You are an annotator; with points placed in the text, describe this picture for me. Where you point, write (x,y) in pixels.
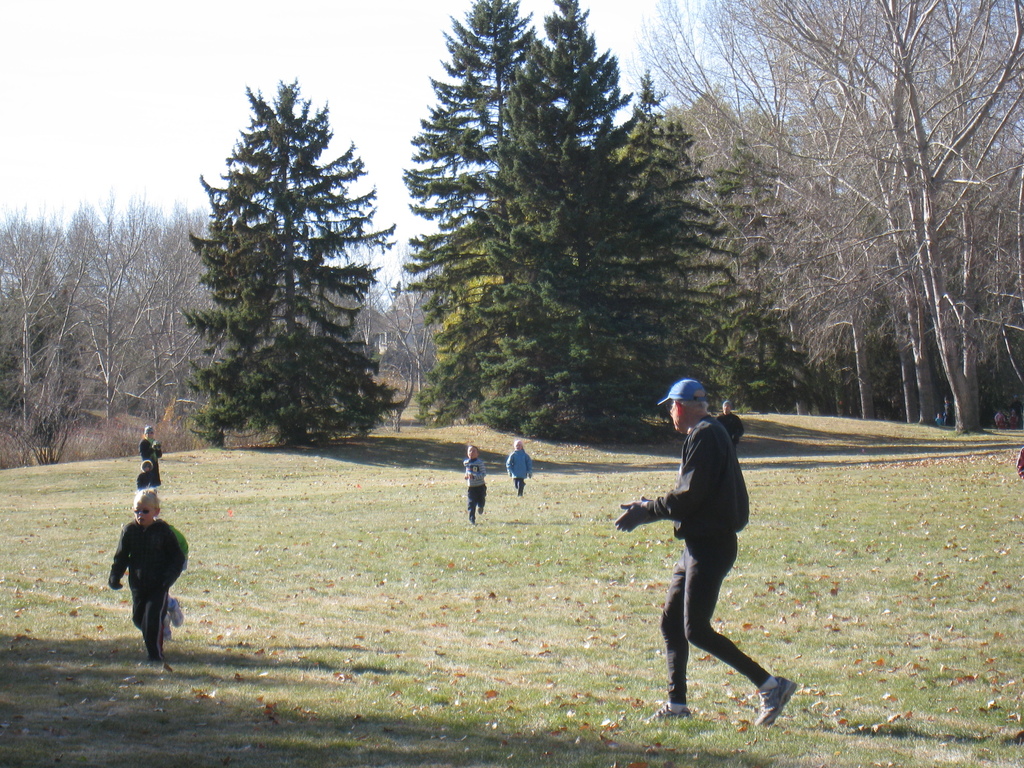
In this image there are persons (716,522) running. In the background (352,348) there are trees (499,300) and on the ground (483,630) there is grass (457,635), and there are dry leaves (892,654).
